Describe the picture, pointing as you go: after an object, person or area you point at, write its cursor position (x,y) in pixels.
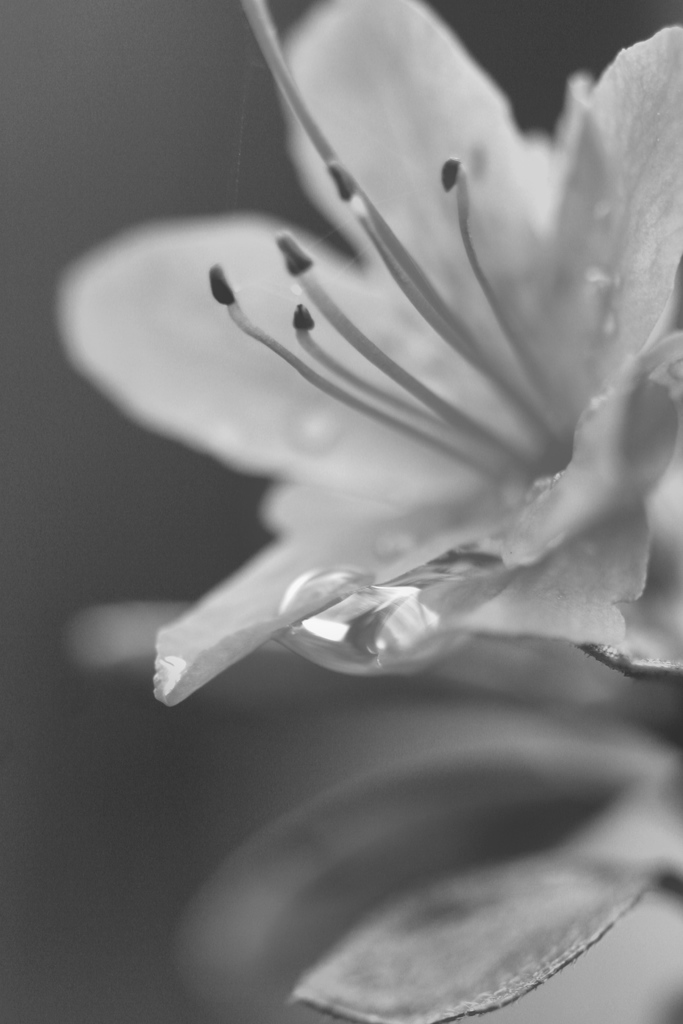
In this image there is a flower (406,371), there is a water drop (371,582) on the flower (375,552).
